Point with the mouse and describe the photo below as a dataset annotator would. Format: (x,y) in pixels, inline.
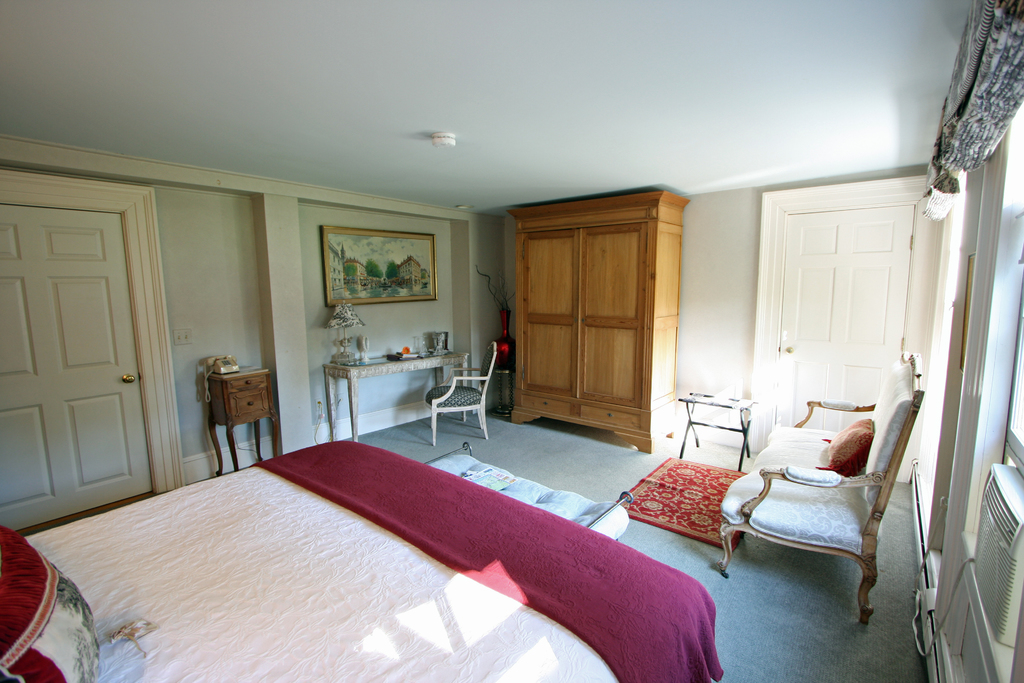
In this picture I can see a bed (355,626) which has pillow (7,638) and blanket (232,607). Here I can see chairs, tables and a sofa (824,501). I can also see doors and photo (390,280) on the wall (296,257).
